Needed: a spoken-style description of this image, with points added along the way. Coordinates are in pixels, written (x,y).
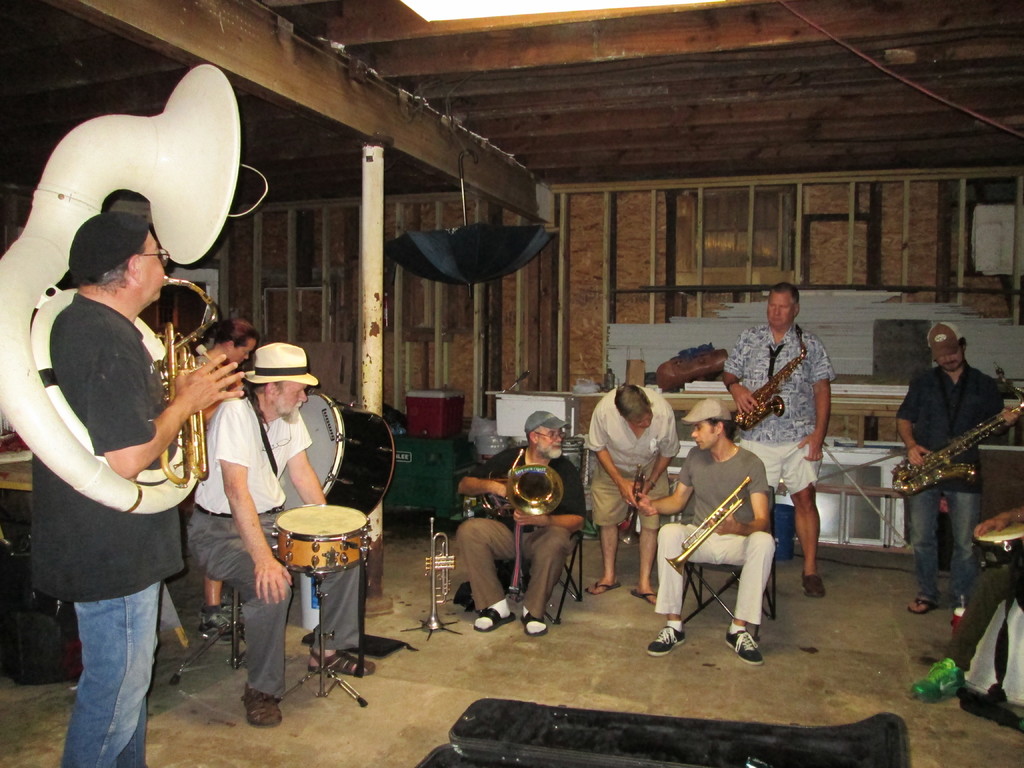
In this image i can see group of people (476,529) holding the musical instrument (628,541), three men (739,480) are sitting on the chair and the remaining are standing at the back ground (841,230) i can see a wooden wall (826,232) there is an umbrella (516,262) in the image.
